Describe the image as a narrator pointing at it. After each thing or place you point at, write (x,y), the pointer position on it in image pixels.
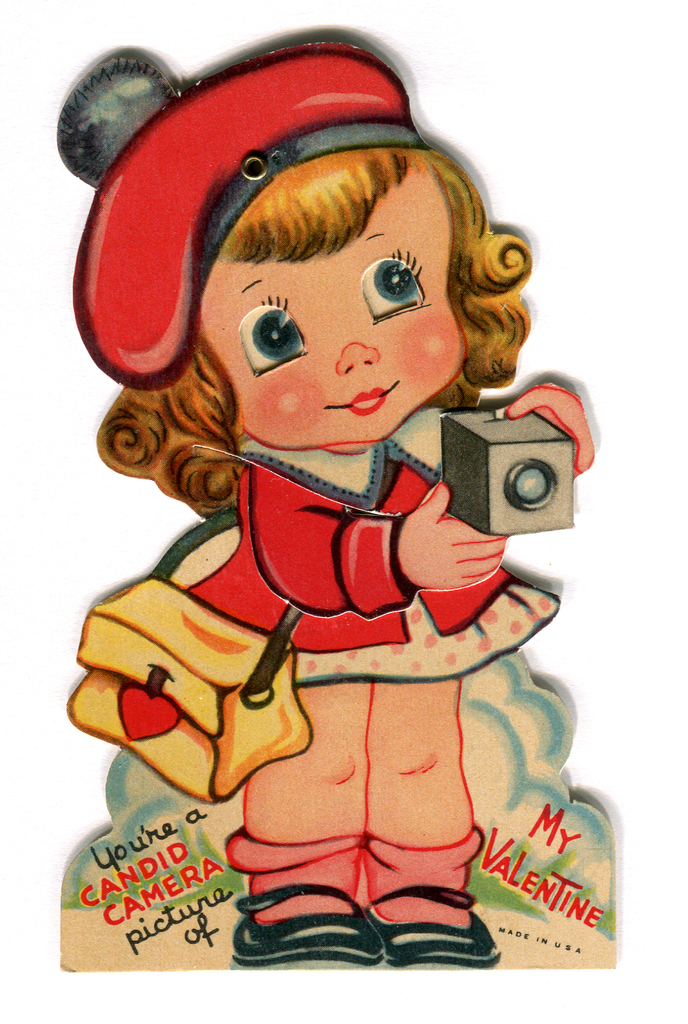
In this image I can see a baby girl (389,442) wearing red and cream colored dress (389,615) is standing and holding an object (528,434) in her hand (497,542). I can see she is wearing red colored hat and cream colored bag (188,629). I can see the white colored background (28,126).
